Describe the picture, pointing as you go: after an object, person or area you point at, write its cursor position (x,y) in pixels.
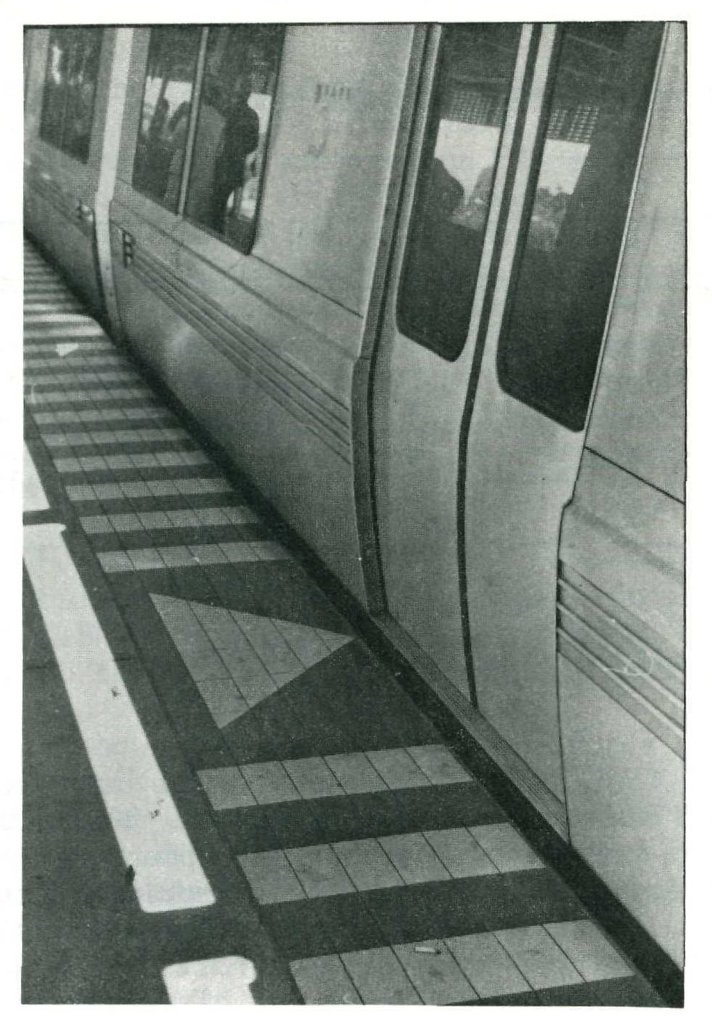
In this image we can see a door (502,433) and windows (242,173) of a train (398,503) and a pathway (211,810).
